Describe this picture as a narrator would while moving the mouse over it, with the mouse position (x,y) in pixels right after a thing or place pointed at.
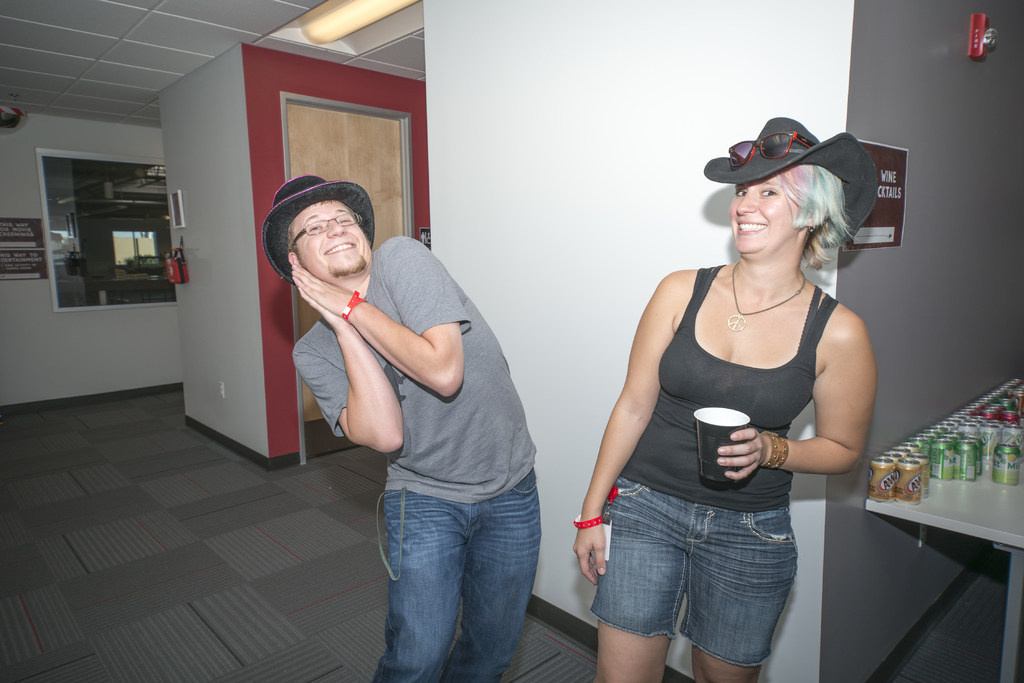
In the picture, there is a man (383,348) and a woman (684,440), both of them are smiling and posing for the photo. Behind the woman (670,518) on a table (938,475) there are different drinks (967,434) and behind the man (460,472) there is a room (327,137) and in the background (53,178) there is a glass window (162,292) and there is a fire extinguisher (173,253) fit to the wall (198,289).
